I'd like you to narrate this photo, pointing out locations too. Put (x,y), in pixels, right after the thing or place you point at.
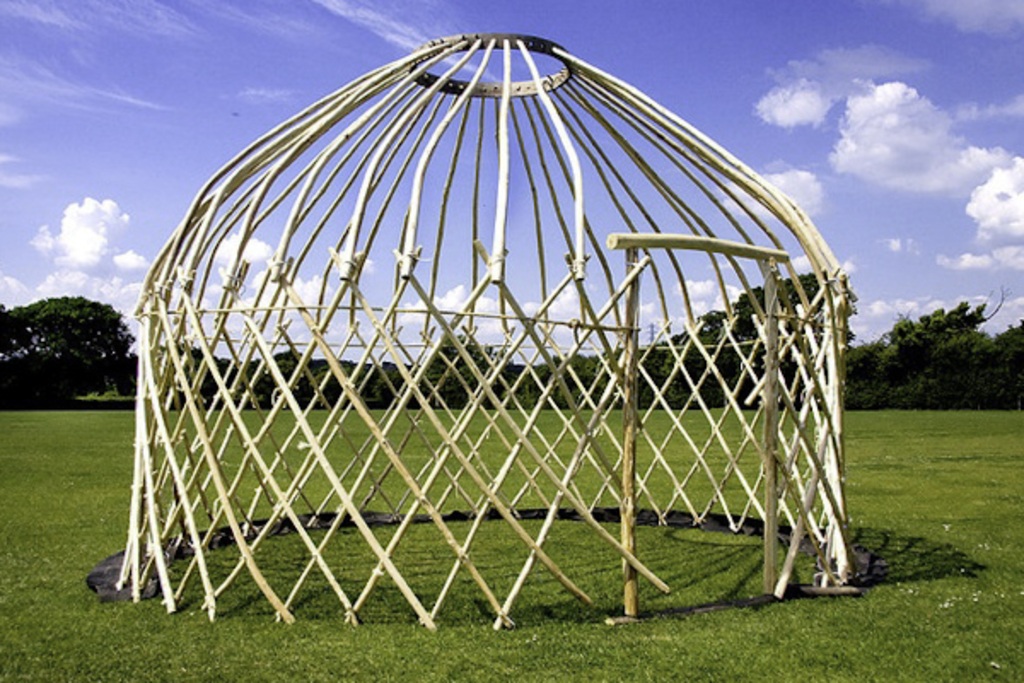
Sky (898,20) is cloudy. Land (38,444) is covered with grass (443,562). Background (1011,400) there are trees (905,327). This is an under construction house (829,385).
